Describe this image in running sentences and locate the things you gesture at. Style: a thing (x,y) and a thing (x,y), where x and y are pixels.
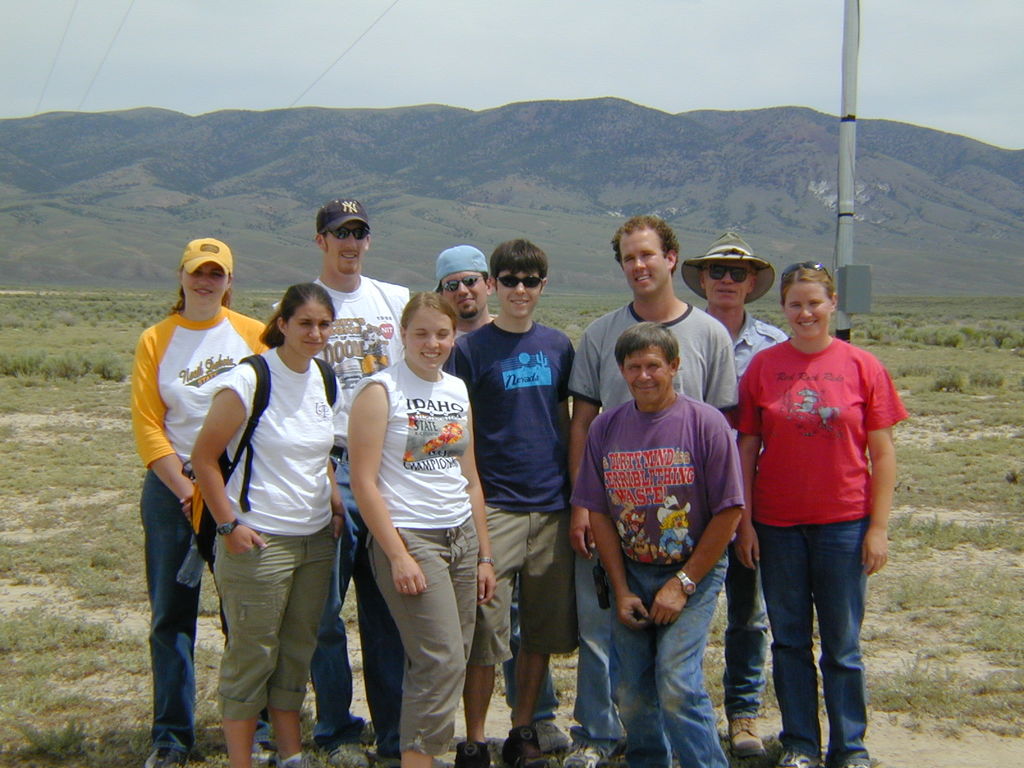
In this picture we can see a group of people (368,592) smiling, standing on the ground (881,716) and at the back (893,709) them we can see the grass (1009,451), pole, mountains (585,117) and in the background (486,78) we can see the sky (908,67).
